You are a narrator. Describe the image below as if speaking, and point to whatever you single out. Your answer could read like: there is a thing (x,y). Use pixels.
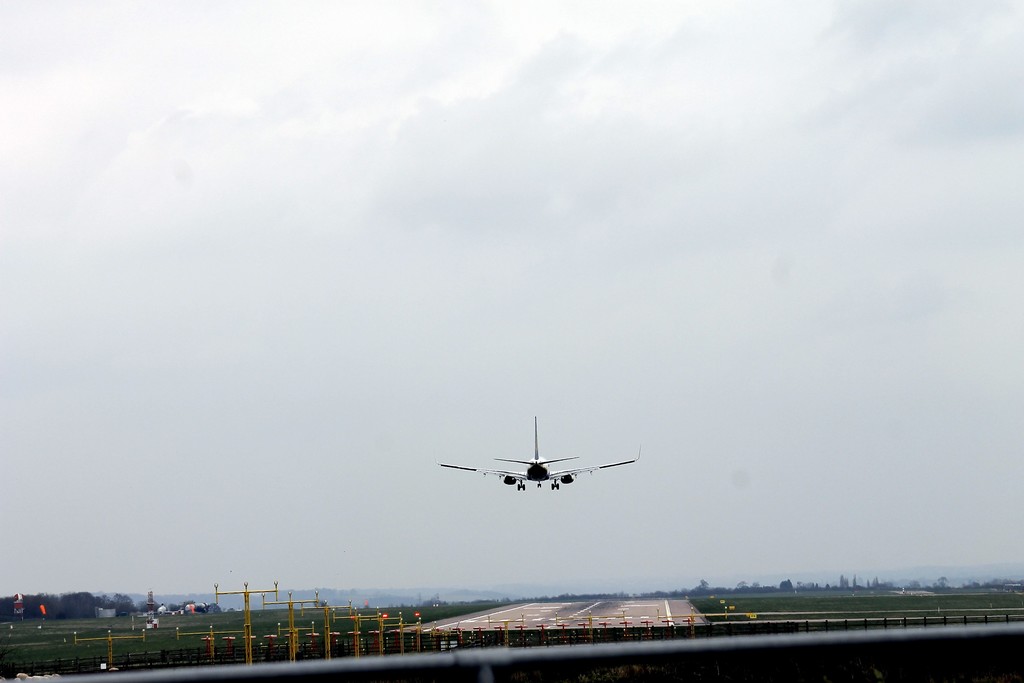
In this picture I can observe an airplane (537,461) flying in the air (491,421). In the bottom of the picture (582,603) I can observe runway (541,621). In the background (483,585) there is sky (449,197).
